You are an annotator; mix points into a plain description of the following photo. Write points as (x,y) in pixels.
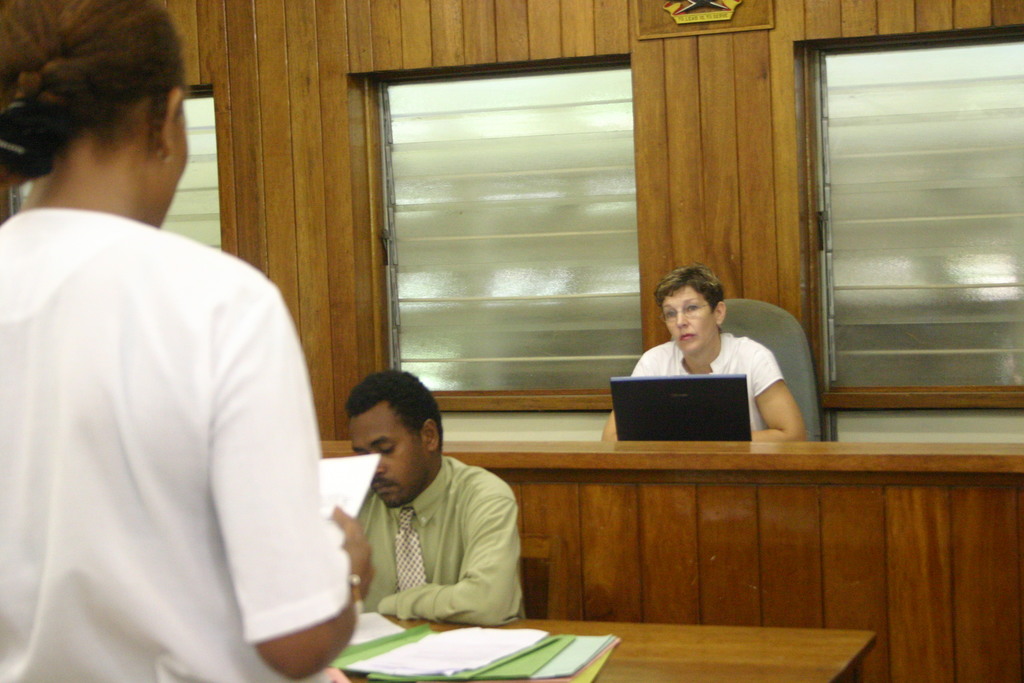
In this image I can see a woman (118,451) Standing and wearing a white shirt (122,465) is holding few papers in her hand (356,535). I can see a person (442,546) wearing a shirt (441,541) and tie (413,573) sitting on a chair (531,592) in front of a desk (631,660), On The desk (617,663) I can see few files (452,638). In the background (765,366) i can see a woman (638,373) sitting on the chair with a laptop (718,390) in front and the wall (706,219) and few Windows (574,225).
